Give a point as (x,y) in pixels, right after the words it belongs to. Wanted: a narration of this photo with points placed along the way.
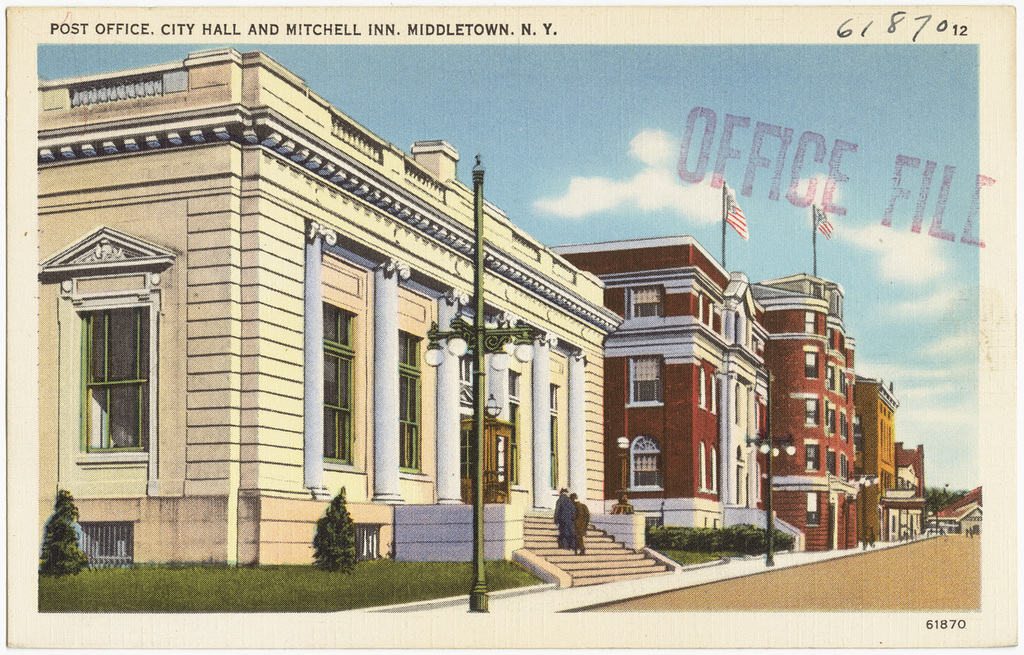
In this picture we can see a few buildings (530,428), flags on the poles (816,267), street lights (475,418), plants (742,530) and some grass (423,573) on the ground (705,564). We can see two people (563,497) on the stairs (539,522). There are other objects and the cloudy sky (614,235). We can see the text (151,28) and numbers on top (140,34) and at the bottom of the picture (936,618). We can see the text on the right side (756,188).
